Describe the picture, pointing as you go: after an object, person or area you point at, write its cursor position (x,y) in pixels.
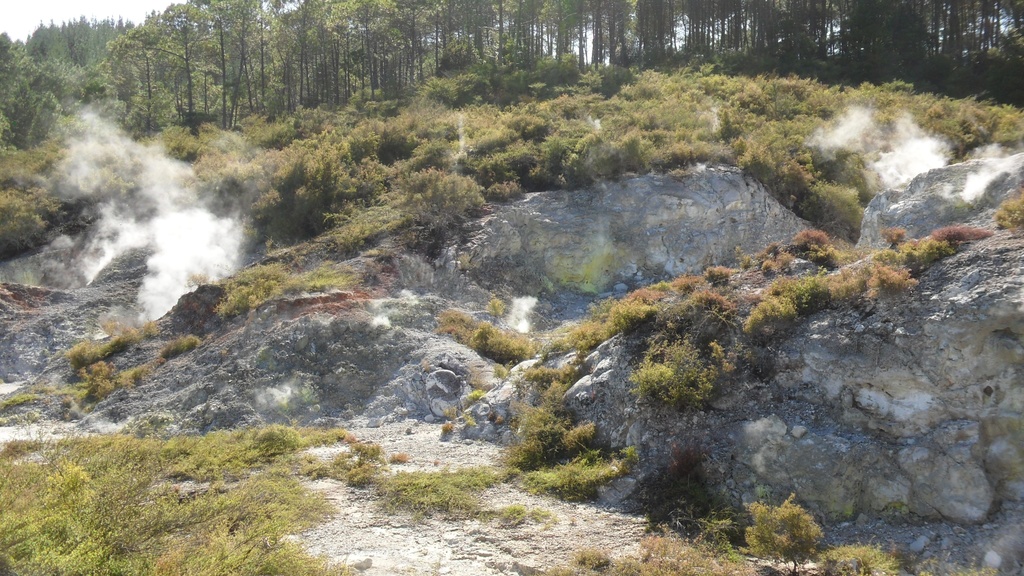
There are rocks (361,358). On the rocks (422,256) there are plants (435,164). In the background (278,59) there are trees (275,61).
